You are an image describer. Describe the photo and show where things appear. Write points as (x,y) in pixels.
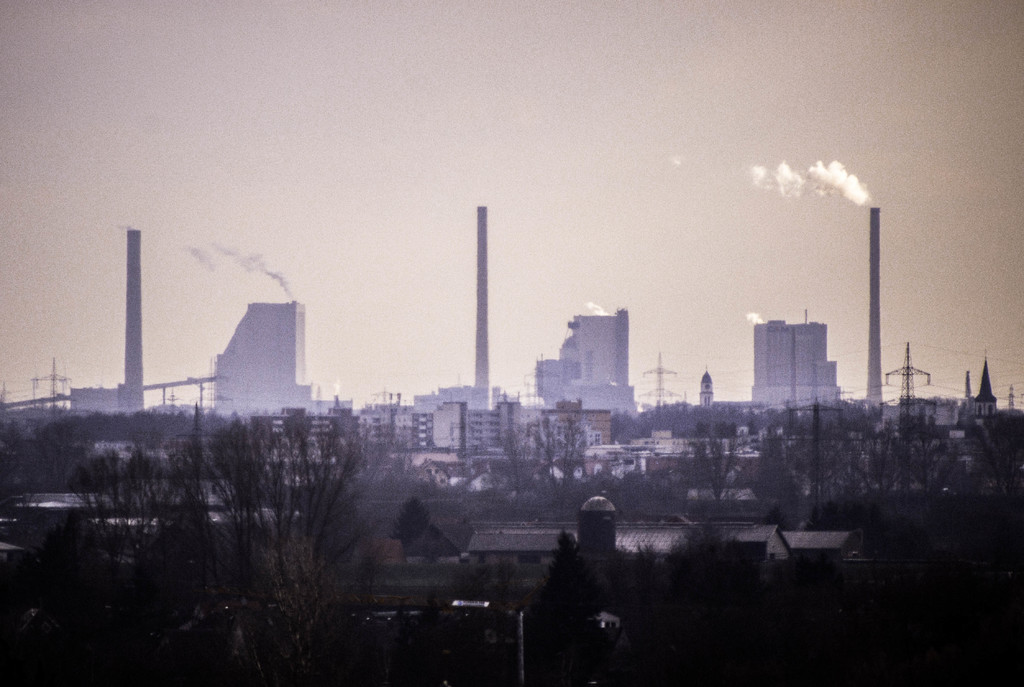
In this image we can see few buildings (447,397), towers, wires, windows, poles (910,373) and trees (300,524), in the background (643,352) we can see the sky (376,304).
